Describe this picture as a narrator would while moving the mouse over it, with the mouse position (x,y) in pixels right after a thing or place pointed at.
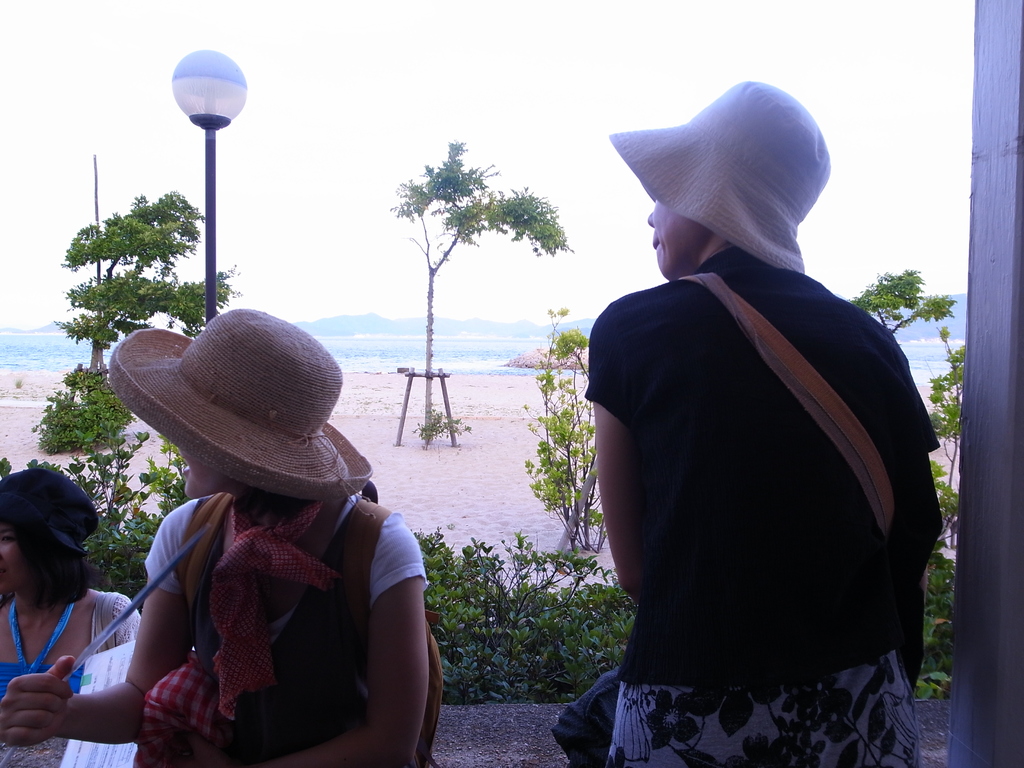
In the image we can see there are three people (661,561), they are sitting and standing, they are wearing clothes (760,565) and a hat (63,513). There's a beach (452,387) and trees (140,302) around, there is even a light pole (195,104), hills (377,330) and a white sky (323,97).
